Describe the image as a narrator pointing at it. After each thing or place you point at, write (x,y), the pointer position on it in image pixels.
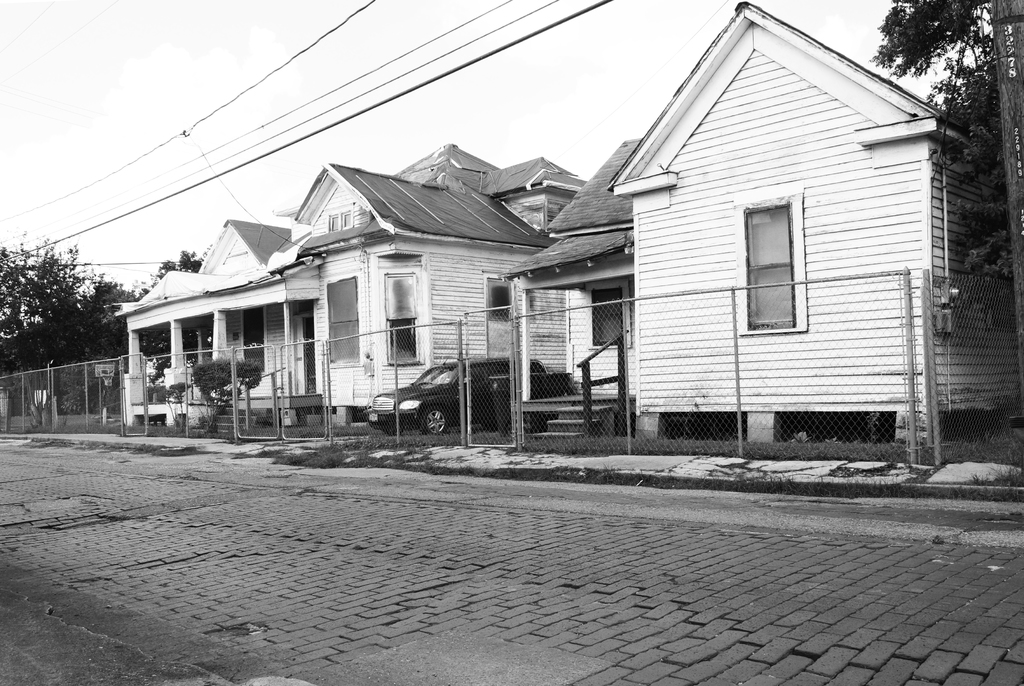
This is a black and white image. These are the houses (622,264) with windows (777,261). This looks like a fence (896,373). I can see a car (430,394), which is parked. These are the small bushes (214,384). This looks like a pole (1013,90). These are the trees (69,321). I think these are the current wires (519,39) hanging.
